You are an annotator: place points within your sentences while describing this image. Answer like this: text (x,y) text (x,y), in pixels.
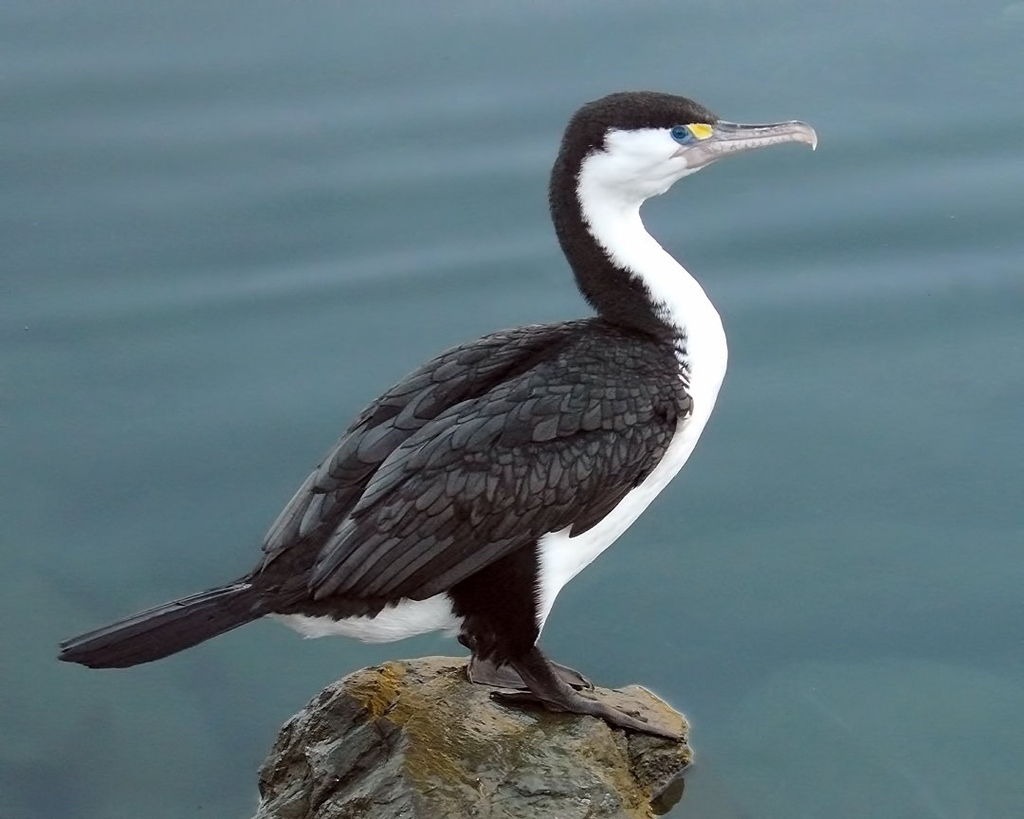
In this image we can see a bird (610,500) on the rock (461,762). In the background (360,252), we can see water (808,527).
